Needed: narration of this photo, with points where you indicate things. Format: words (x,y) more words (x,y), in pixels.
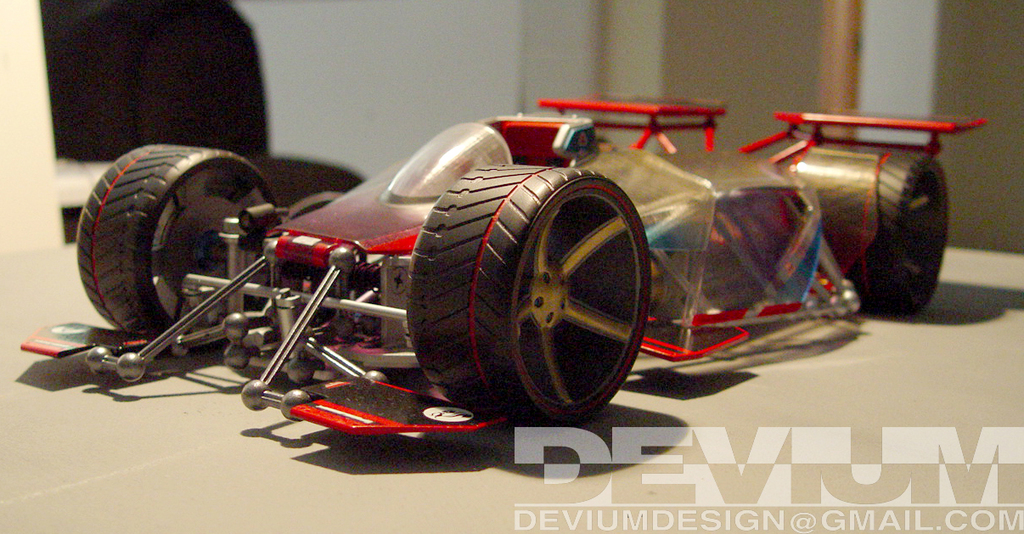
In the picture we can see a toy car (542,312) on the table surface (948,312).
